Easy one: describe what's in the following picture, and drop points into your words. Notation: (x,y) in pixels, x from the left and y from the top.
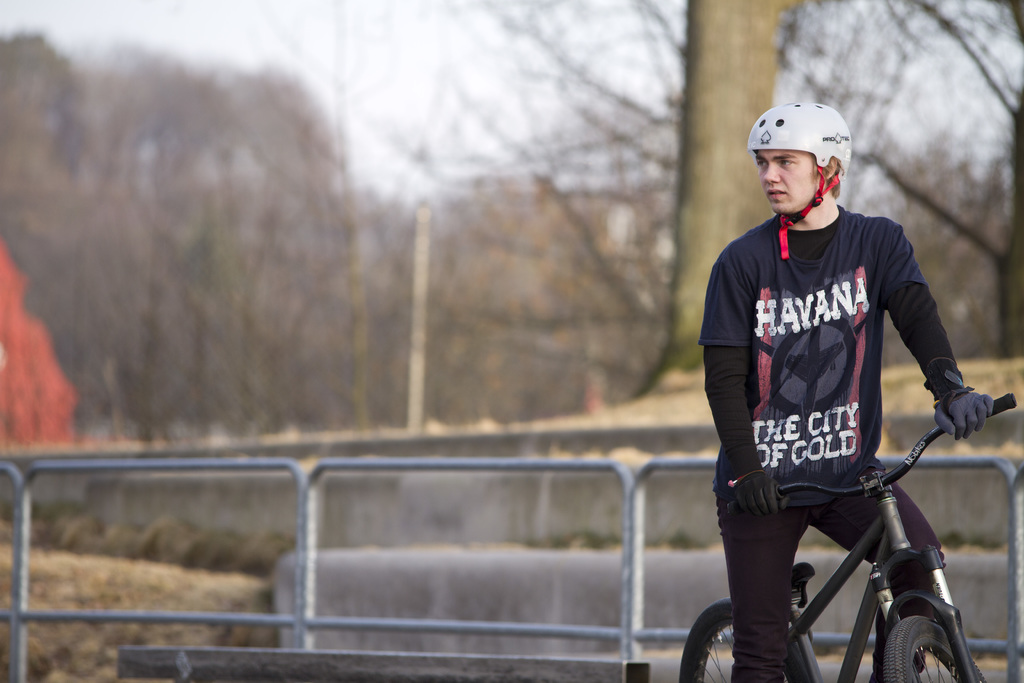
This picture contains a man (774,564) who is wearing black and blue t-shirt (800,339), is riding bicycle (892,633). He is even wearing white helmet (825,132). Behind him, we see staircase (504,543) and behind that, we see many trees (435,232) and beside the man (748,448) riding bicycle (796,607), we see a bench (322,668).
